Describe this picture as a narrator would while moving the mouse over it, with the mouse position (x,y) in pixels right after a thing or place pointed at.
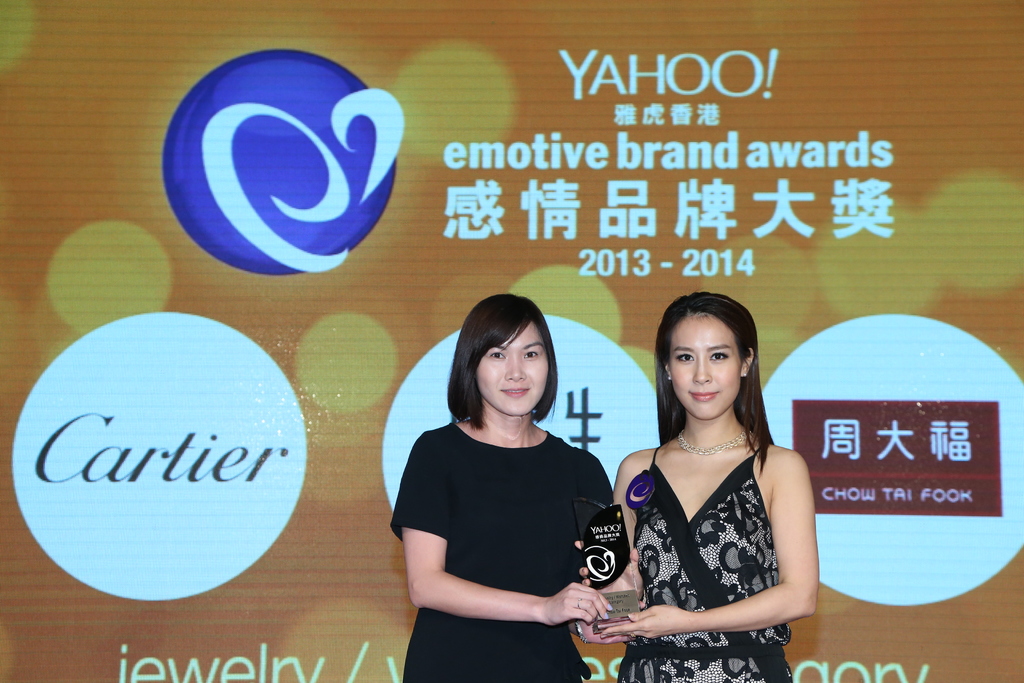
In this picture there are two women (710,586) who are holding cup prize (611,611). In the back (329,511) we can see banner (395,104). Here we can see logo (329,117) which is in blue color.
